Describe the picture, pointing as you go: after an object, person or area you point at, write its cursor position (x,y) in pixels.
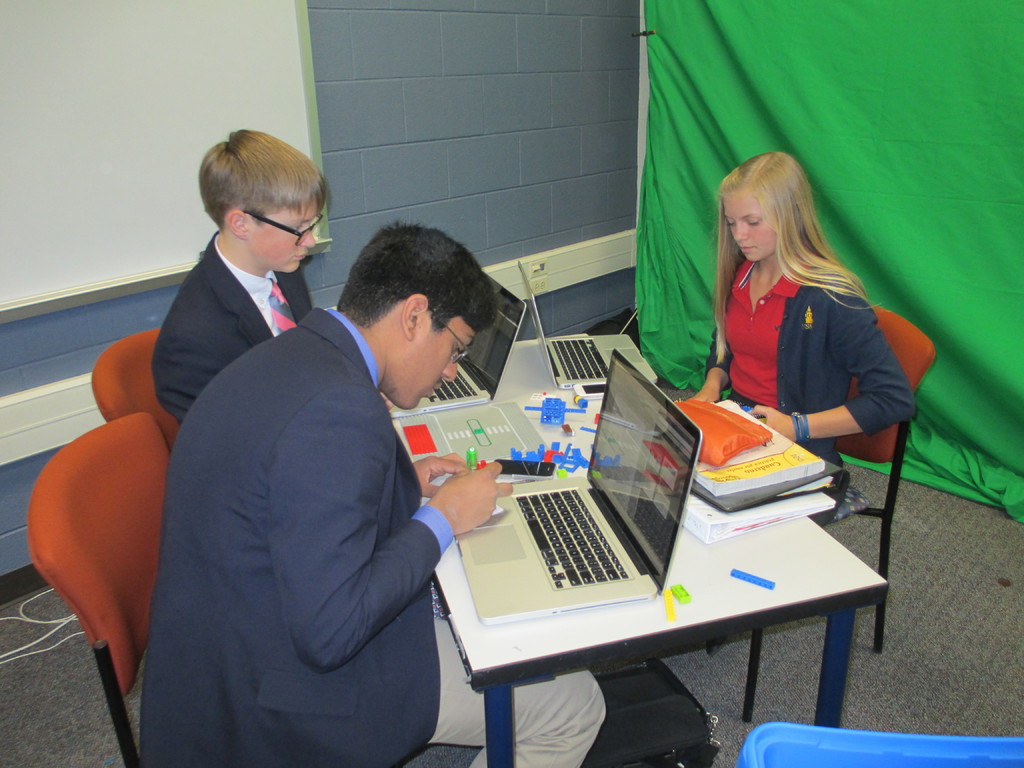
In this image i can see two men (248,378) and a women (787,365) sitting on the chair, the man (225,528) sitting here is writing with a pen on the table (512,445), before him there is a laptop (577,523), book (780,466) and few blocks (565,451) on the table (553,432), at the back ground (557,60) i can see a board (300,82), a wall (387,56) and a curtain (677,120).
